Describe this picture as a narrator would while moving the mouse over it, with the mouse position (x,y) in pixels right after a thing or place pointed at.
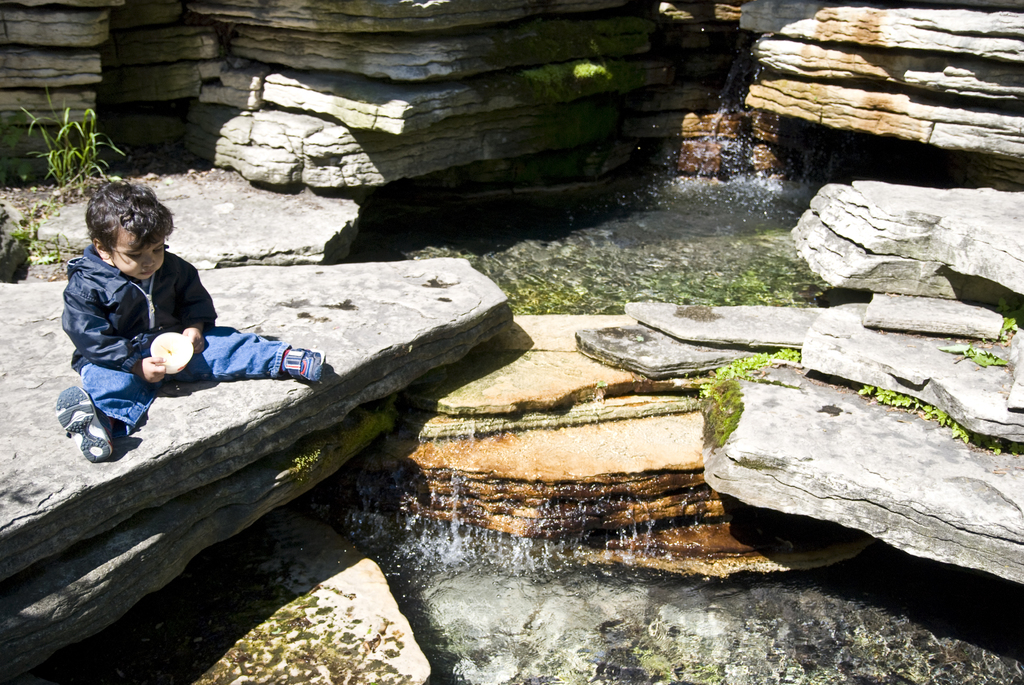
In the image there is a kid (129,394) in black jacket (151,296) sitting on stone (94,619) in front of waterfall (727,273).
